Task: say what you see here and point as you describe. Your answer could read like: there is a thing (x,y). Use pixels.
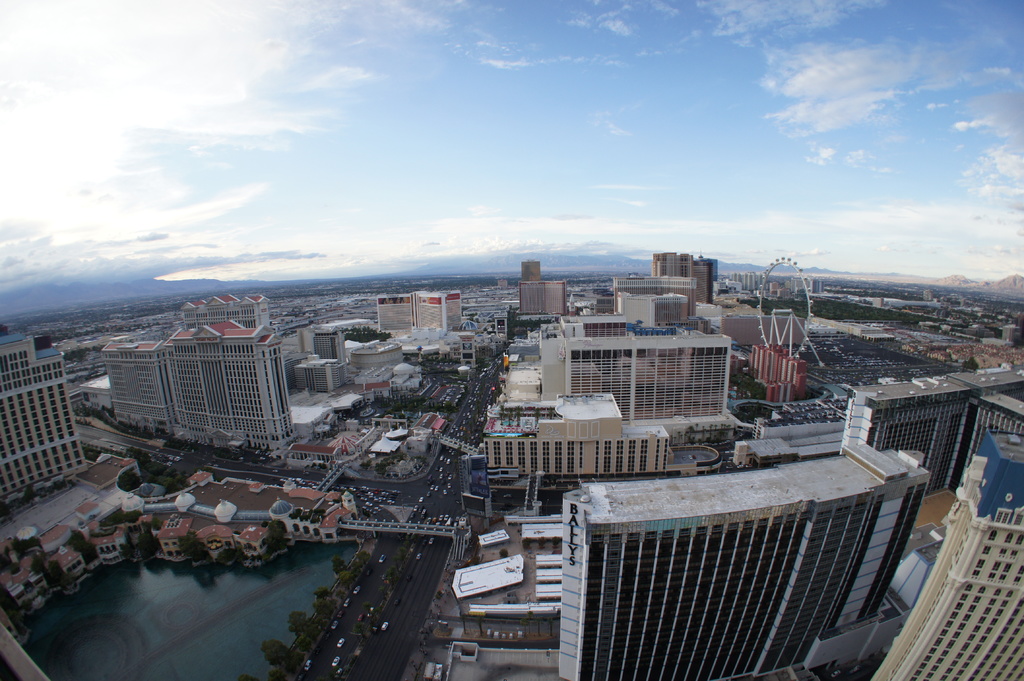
In this image, we can see so many buildings (16,434), roads (410,642), vehicles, houses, trees (798,297), water (214,651), giant wheel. Top of the image (593,219), there is a cloudy sky (497,217).
